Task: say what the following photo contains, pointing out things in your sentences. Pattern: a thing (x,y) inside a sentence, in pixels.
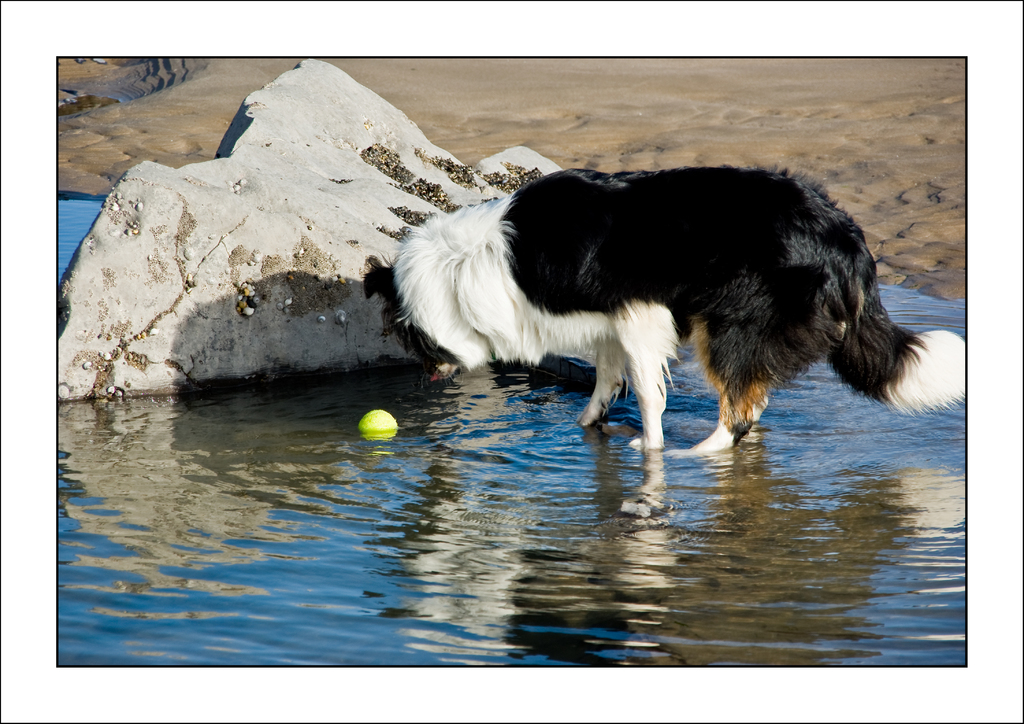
In this picture there is a dog (715,364) in the center of the image (611,338), on the water surface (422,418), there is a ball (382,417) in front of it, there is a stone (297,221) at the top side of the image (267,162).
